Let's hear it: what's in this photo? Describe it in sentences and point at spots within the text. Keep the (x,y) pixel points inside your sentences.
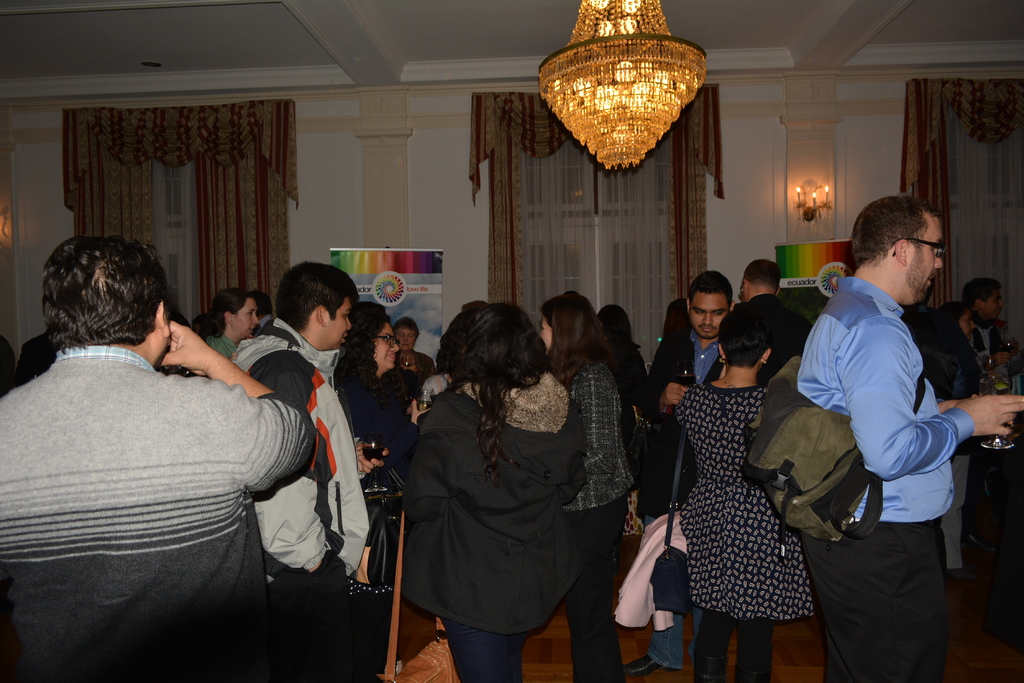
In this picture I can see few people (511,496) are standing and few of them wear bags (776,495) and I can see few of them holding glasses (428,407) in their hands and I can see couple of advertisement boards (836,271) with some text (806,281) and a chandelier light (640,107) on the ceiling (698,1) and few curtains (665,186) and I can see few women (542,539) wore handbags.
